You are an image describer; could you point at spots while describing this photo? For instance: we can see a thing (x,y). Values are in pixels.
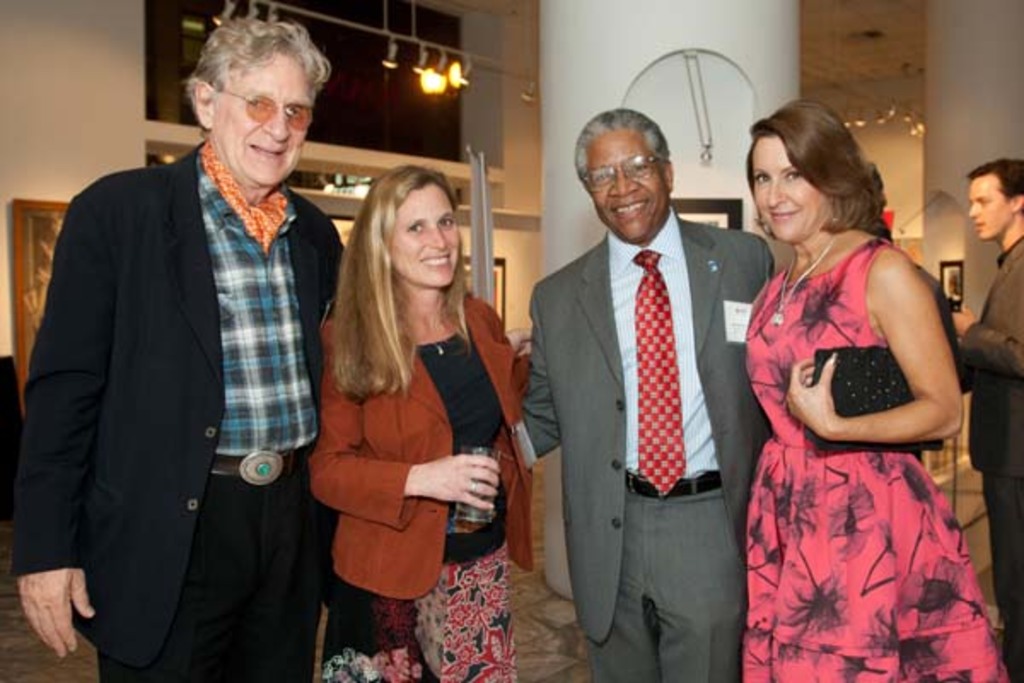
In this image we can see some people (599,341) standing and we can also see glass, lights (420,45) and pole (608,106).
